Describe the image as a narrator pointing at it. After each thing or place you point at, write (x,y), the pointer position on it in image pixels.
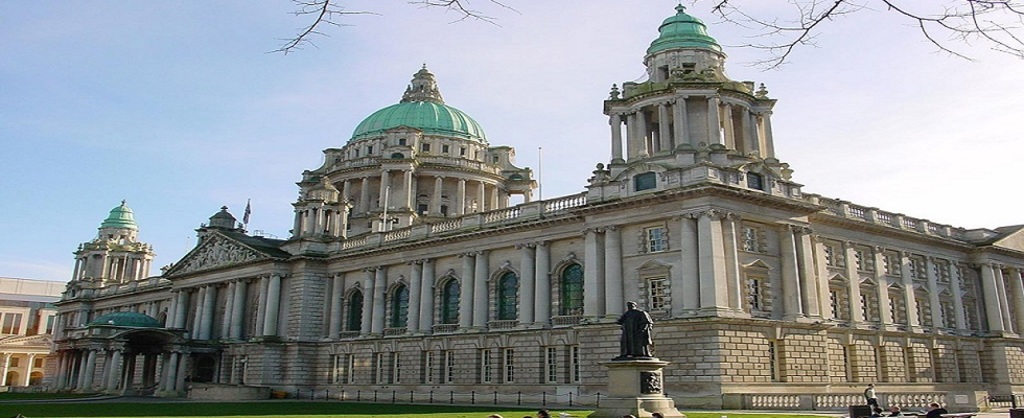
In this picture we can see a statue (619,358) in the front (621,342), there are buildings (219,235) in the middle (542,241), at the bottom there is grass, we can see some people (874,408) on the right side (869,393), we can see branches (835,3) of a tree (861,8) and the sky (433,43) at the top of the picture (453,27).
